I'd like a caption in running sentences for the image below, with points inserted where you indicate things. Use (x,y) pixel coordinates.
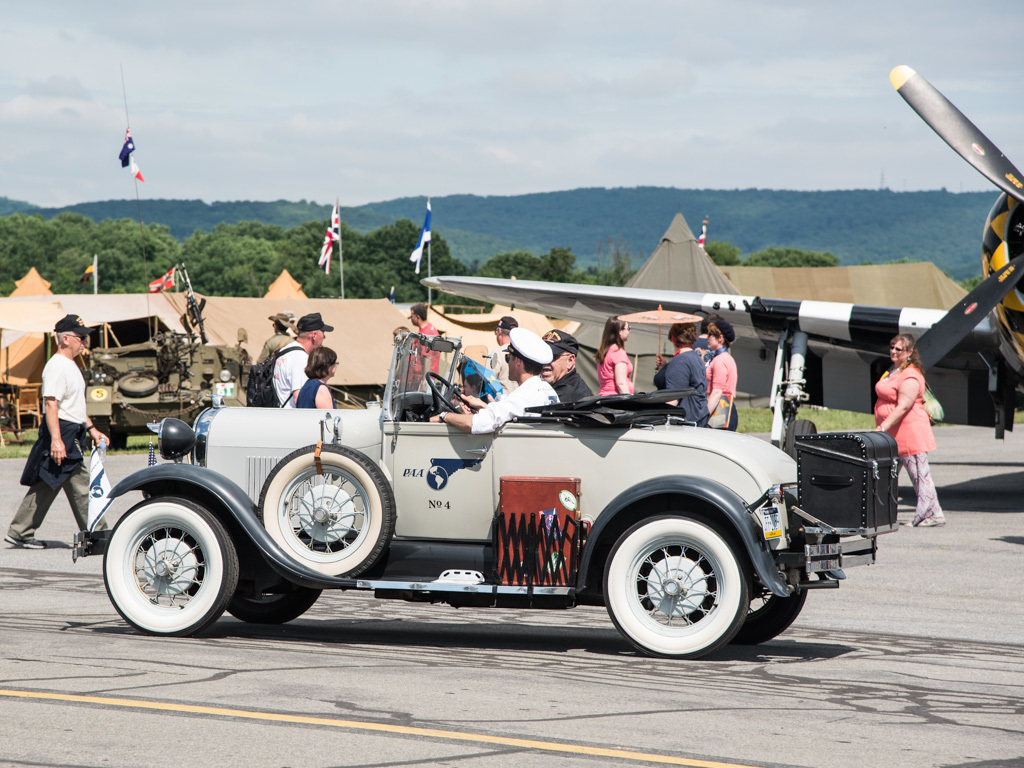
As we can see in the image there is a car (255,414), few people (889,407) here and there, tents (486,323), flags (419,241), trees (319,239) and sky (554,100).
